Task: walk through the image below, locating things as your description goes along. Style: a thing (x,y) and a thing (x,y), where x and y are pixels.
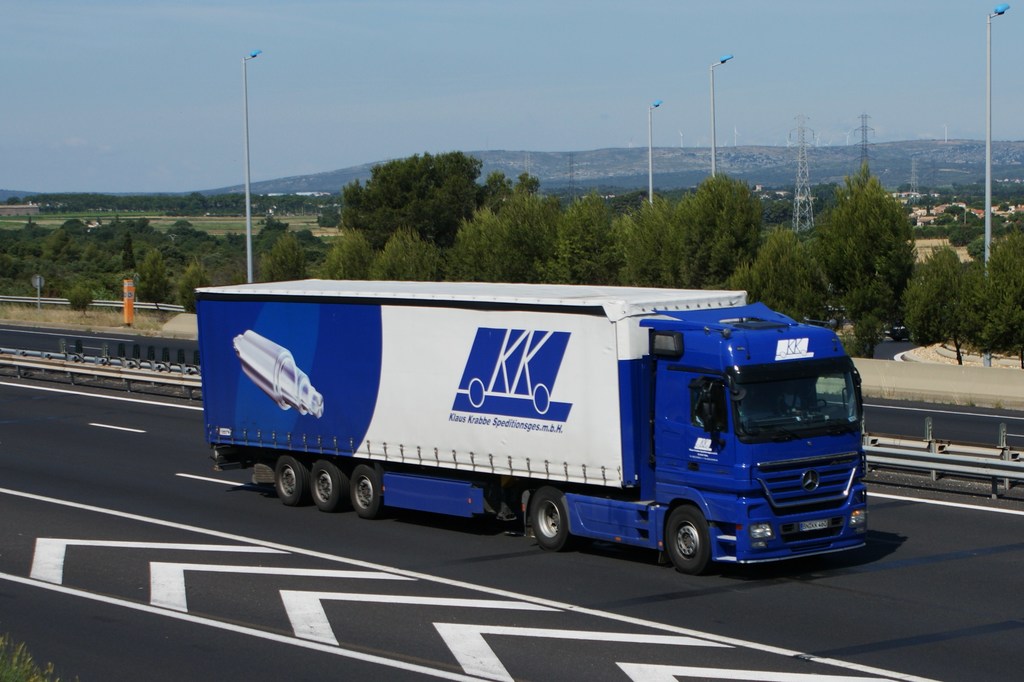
In this image, we can see a vehicle (249,415). We can see the ground (926,245). There are a few trees (381,203), towers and poles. We can see the wall (958,383). We can also see some hills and houses (1002,216). We can see some grass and the sky (442,143).
